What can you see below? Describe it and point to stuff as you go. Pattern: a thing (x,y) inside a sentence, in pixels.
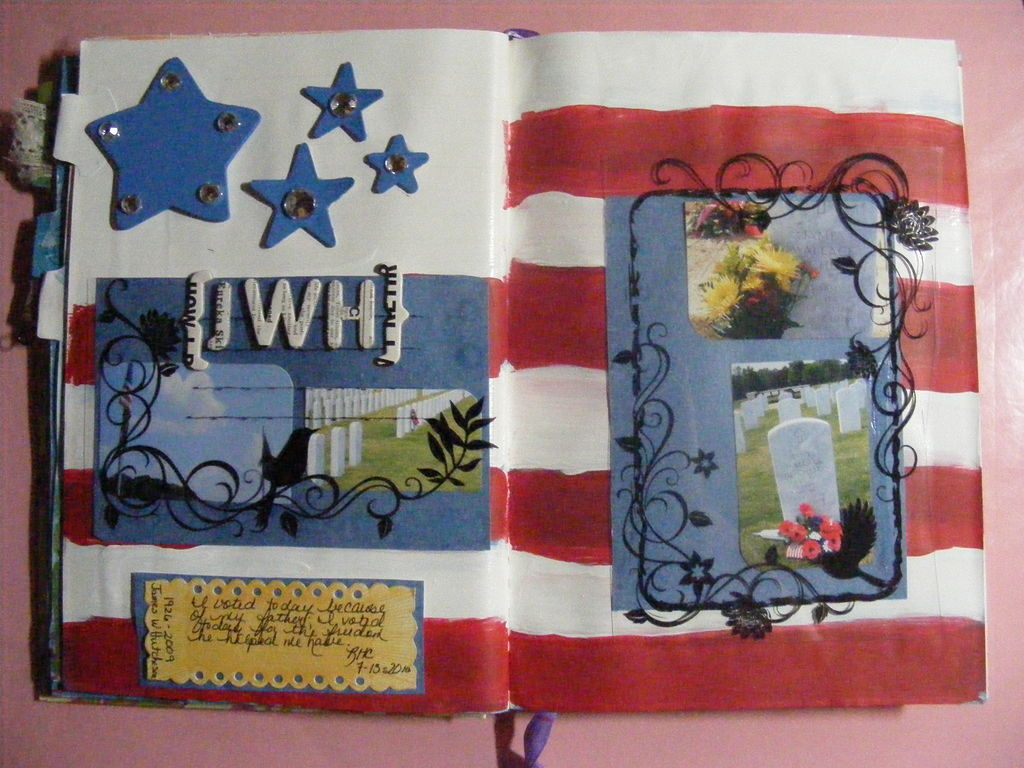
In this image I can see a book (629,679) on a surface (22,33) and photos (161,407). This image is taken may be in a room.
